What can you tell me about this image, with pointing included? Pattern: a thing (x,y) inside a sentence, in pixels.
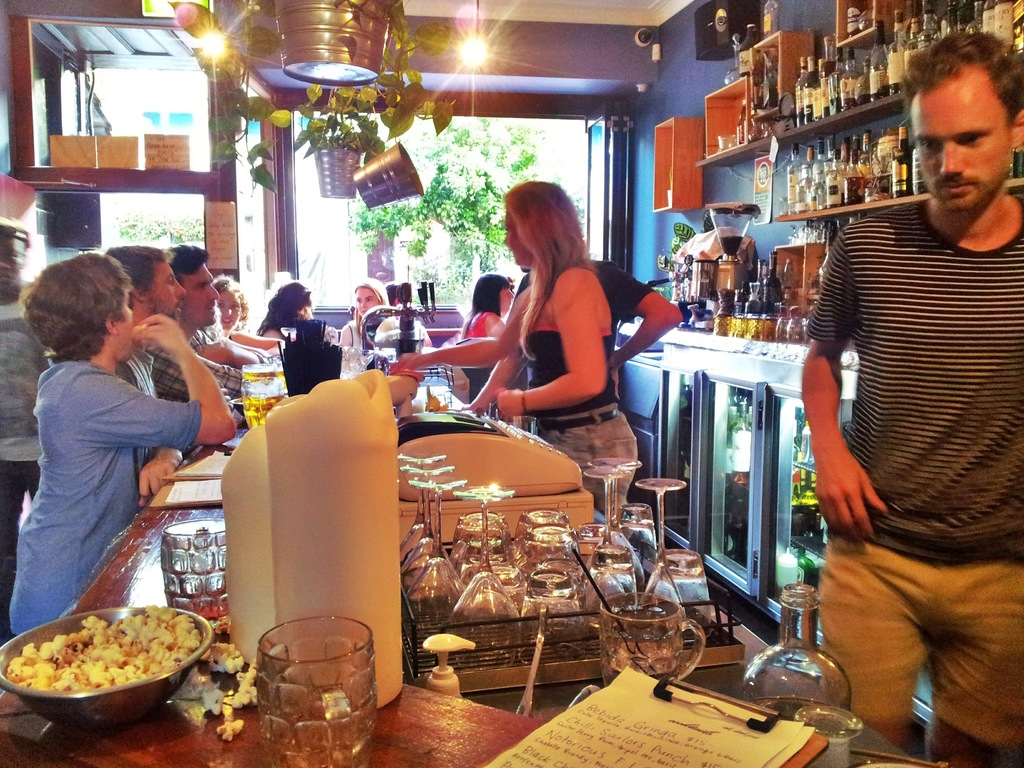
In this image we can see inside of a store (747,538). There are many bottles (824,146) on the shelves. There are many bottles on the table (200,676). There are few objects (441,680) at the bottom of the image (156,695). There is some food (123,654) at the left bottom of the image (113,658). There are few lights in the image. There are few house plants (339,137) in the image. There are many people (595,378) in the image. There are few posters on the glasses (244,260) of the store (456,379). There is a tree (451,214) outside of the store (222,224).
